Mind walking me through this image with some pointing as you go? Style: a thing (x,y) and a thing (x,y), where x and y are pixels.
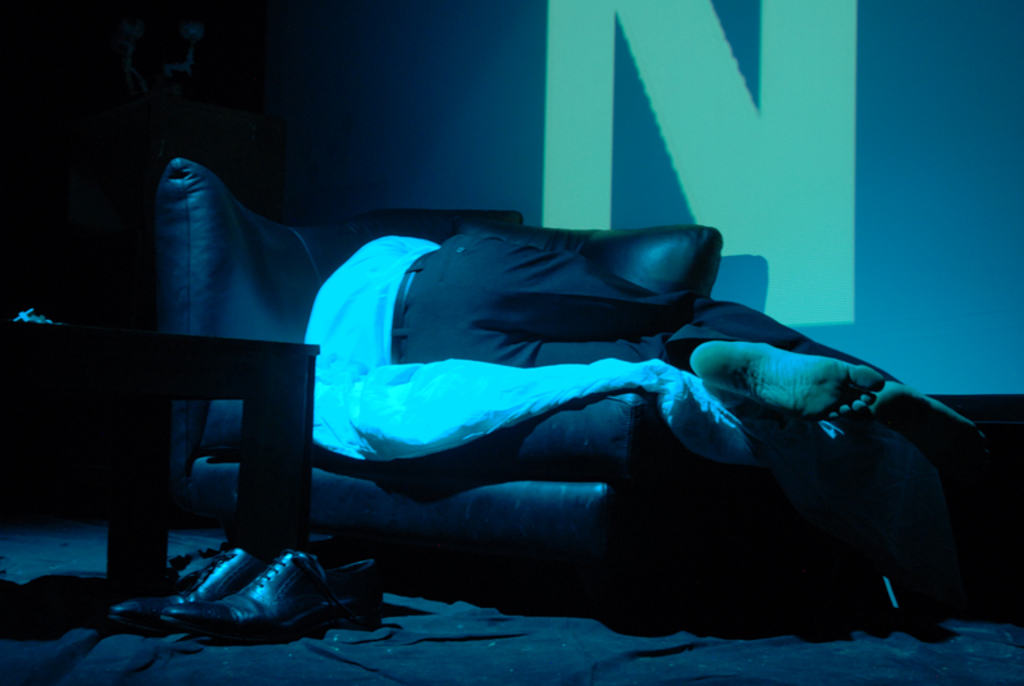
In this picture there is a person (432,310) laying on the sofa (653,436). On the left side of the image (281,362) there is a table (235,362). At the bottom (425,639) there are shoes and there is a mat (840,645). At the back (668,164) there is a screen (814,136).
